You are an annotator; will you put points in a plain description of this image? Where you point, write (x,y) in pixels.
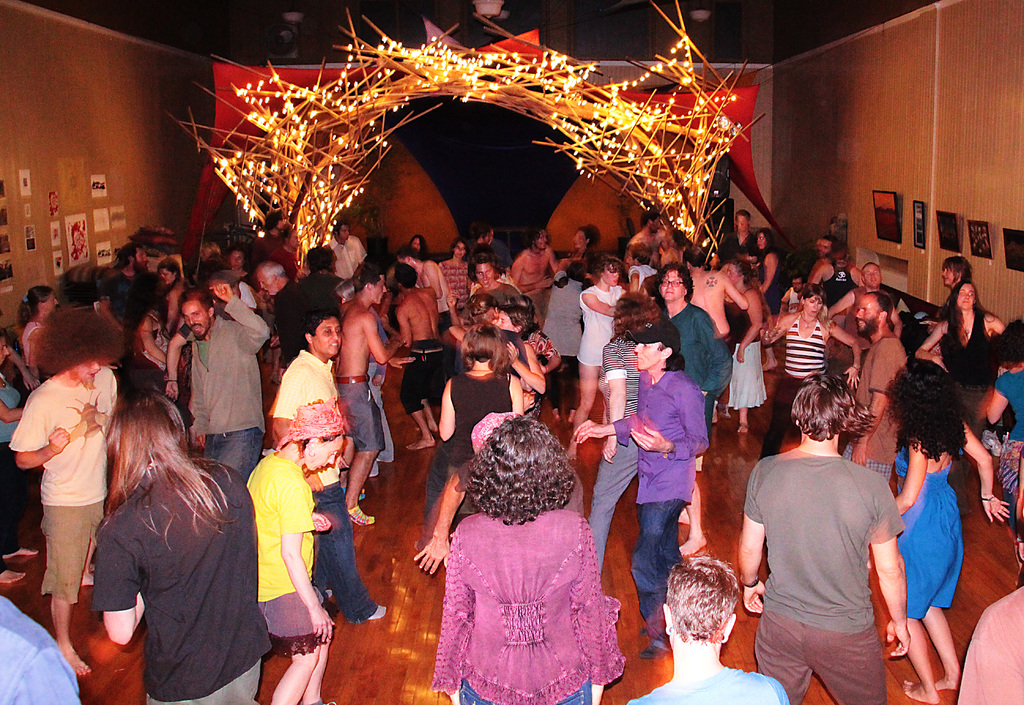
In this image there are group of persons (314,406) standing and dancing and on the right side (885,211) there are black colour objects (886,231) hanging on the wall (900,211). In the center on the top (633,154) there is an arch (497,91) and there are lights (615,92). On the left side (67,218) there are posters (2,222) on the wall (49,201).
